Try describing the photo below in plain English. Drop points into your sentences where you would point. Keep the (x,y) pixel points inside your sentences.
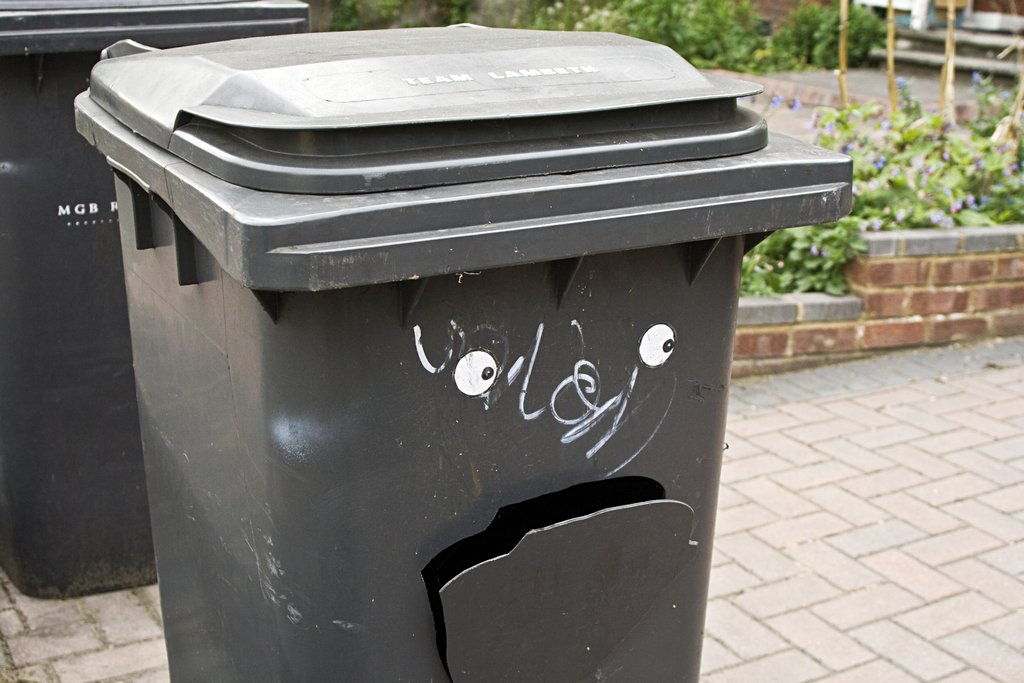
These are the 2 dustbins (490,346) which are in grey color. In the right side (905,51) it's a staircase (999,36) and there are few plants (889,113).
